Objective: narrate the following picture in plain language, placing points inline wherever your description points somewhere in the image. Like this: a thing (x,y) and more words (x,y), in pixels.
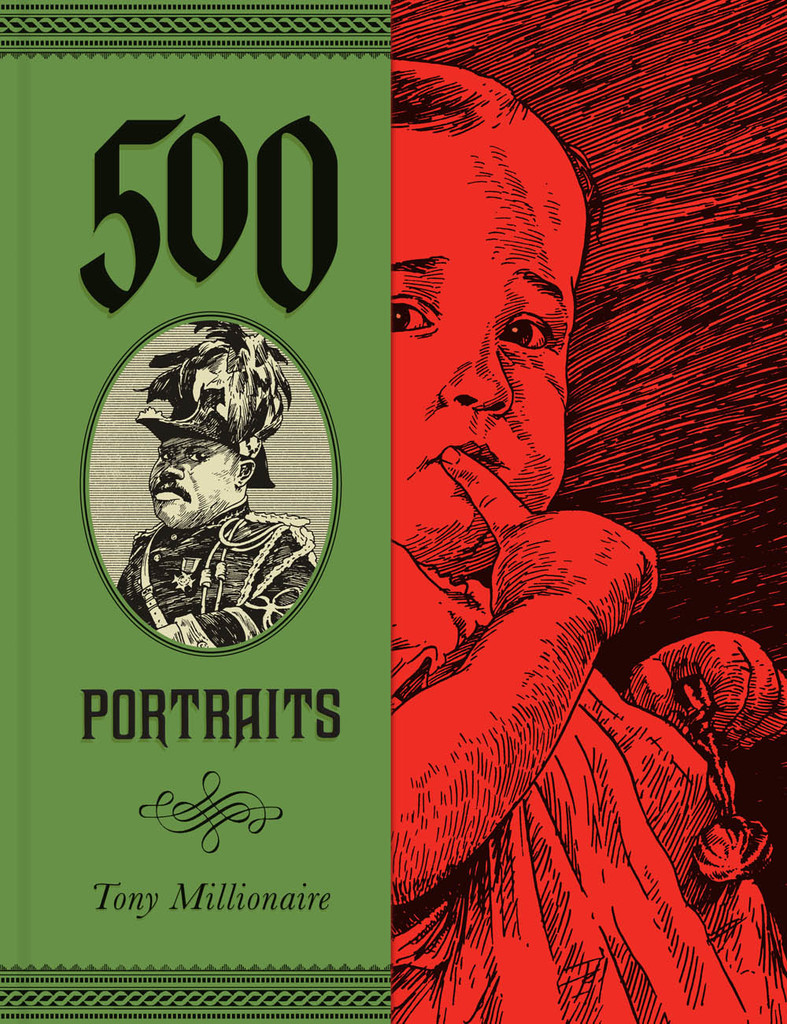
In this picture it is a poster (464,471) and we can see a baby (493,440) and a man (233,435) and something written on it.
